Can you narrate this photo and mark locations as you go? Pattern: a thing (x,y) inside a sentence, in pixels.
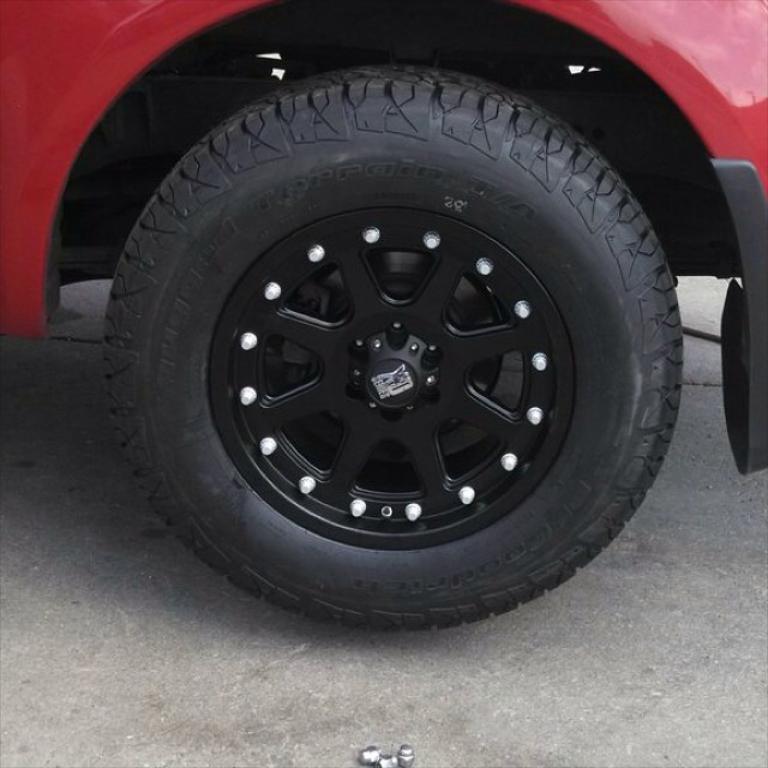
Here I can see a wheel (197,232) of a red color vehicle (87,74). At the bottom of the image (314,704) I can see the road (568,695).
